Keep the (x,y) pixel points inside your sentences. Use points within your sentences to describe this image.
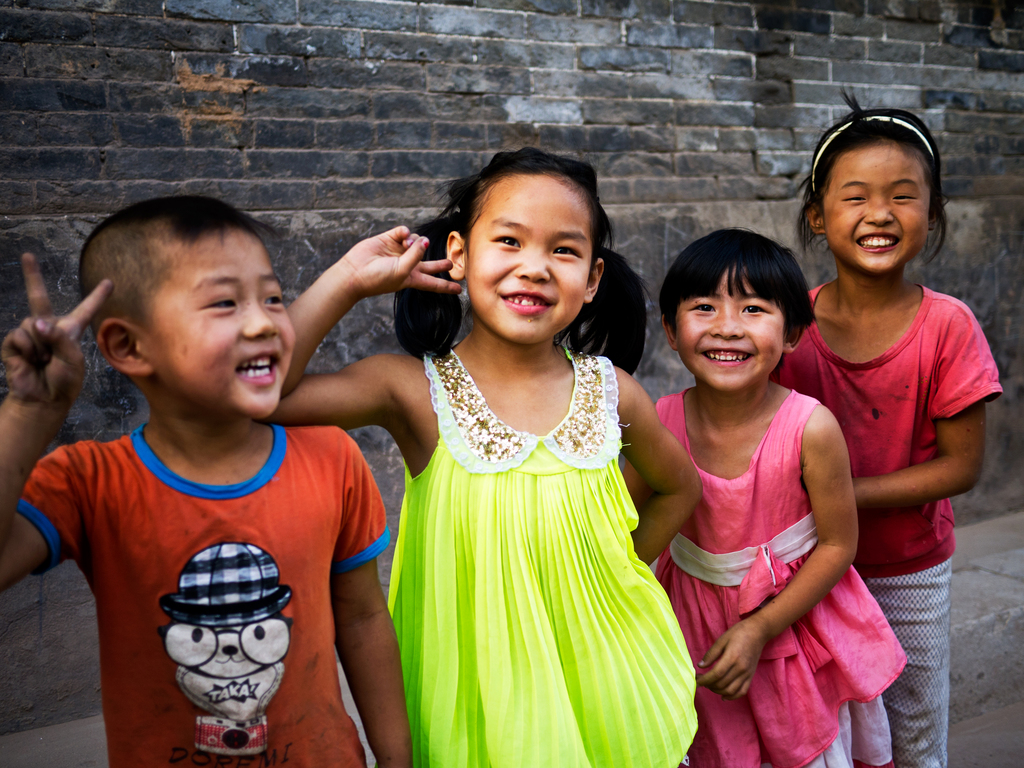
In this image we can see some children (575,501) standing. on the backside (419,85) we can see a wall (362,127) with bricks (277,200).
